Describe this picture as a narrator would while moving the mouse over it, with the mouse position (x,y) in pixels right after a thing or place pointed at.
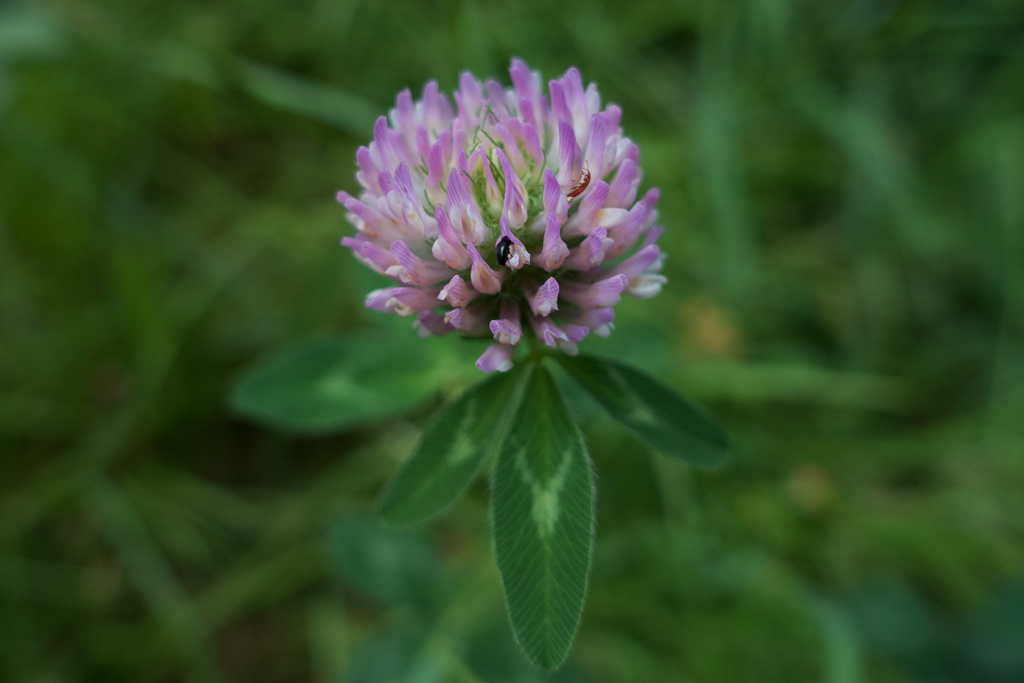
In this picture we can see a flower (571,327) on a plant (508,358). There are some insects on this plant (568,291).
